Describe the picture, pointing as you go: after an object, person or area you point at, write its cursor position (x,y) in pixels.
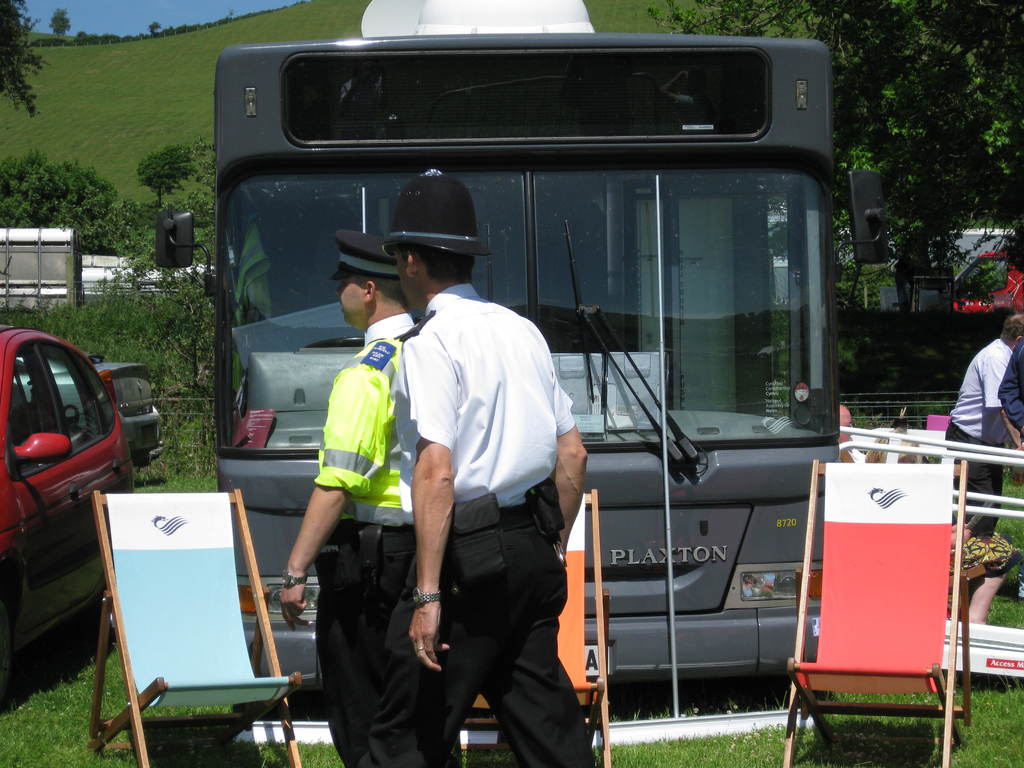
In the picture we can see two policemen (467,514) are standing and near them, we can see three chairs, bus (286,275) and a car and in the background (143,40), we can see the plants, trees (156,34) and the hill (175,40) covered with grass (199,80) and on the top of it we can see the part of the sky (261,6).
